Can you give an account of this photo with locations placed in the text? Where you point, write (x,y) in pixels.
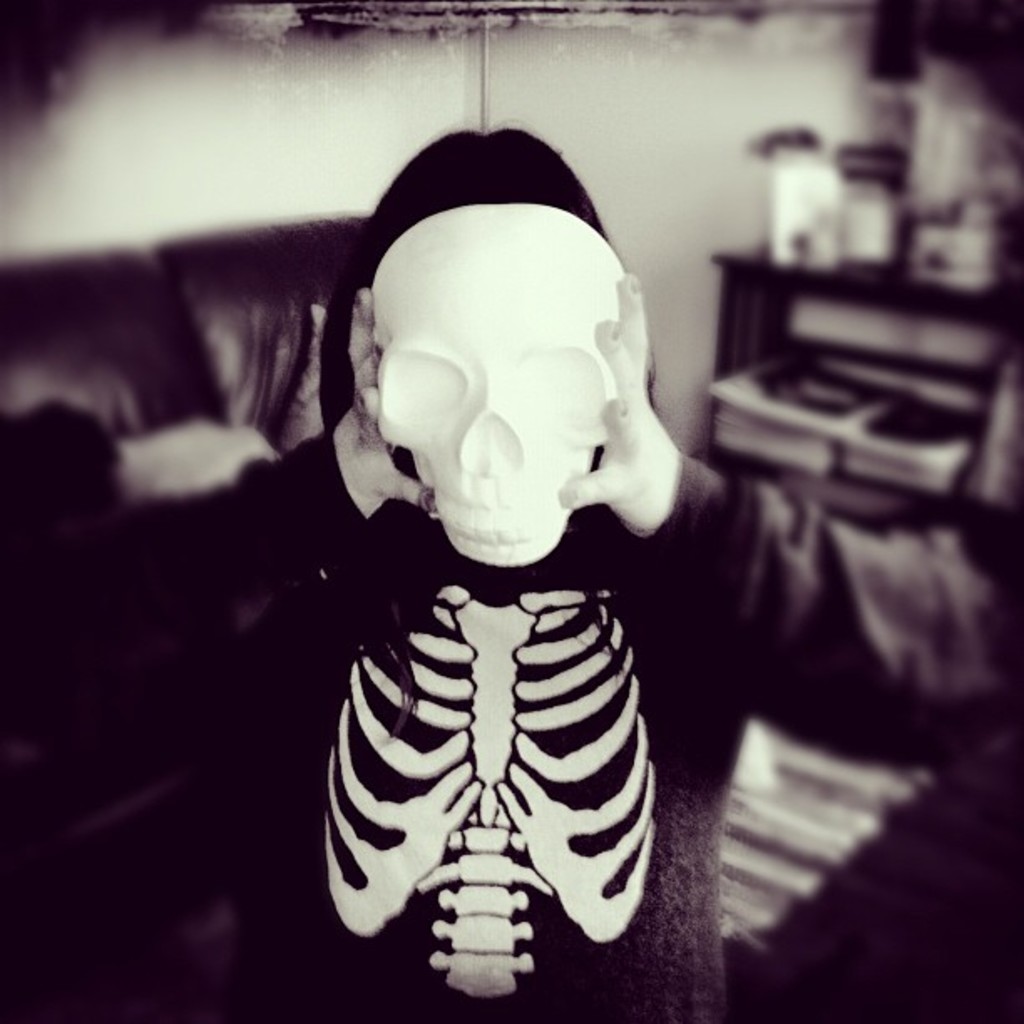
This is a black and white image. Here I can see a person (302,616) wearing skeleton dress (415,756) and holding a skull (494,404) in the hands (662,461). On the right side (853,371) there is a table (750,363) on which few objects (810,239) are placed. On the left side (79,413) there is a couch (251,345). The background (93,201) is blurred.
